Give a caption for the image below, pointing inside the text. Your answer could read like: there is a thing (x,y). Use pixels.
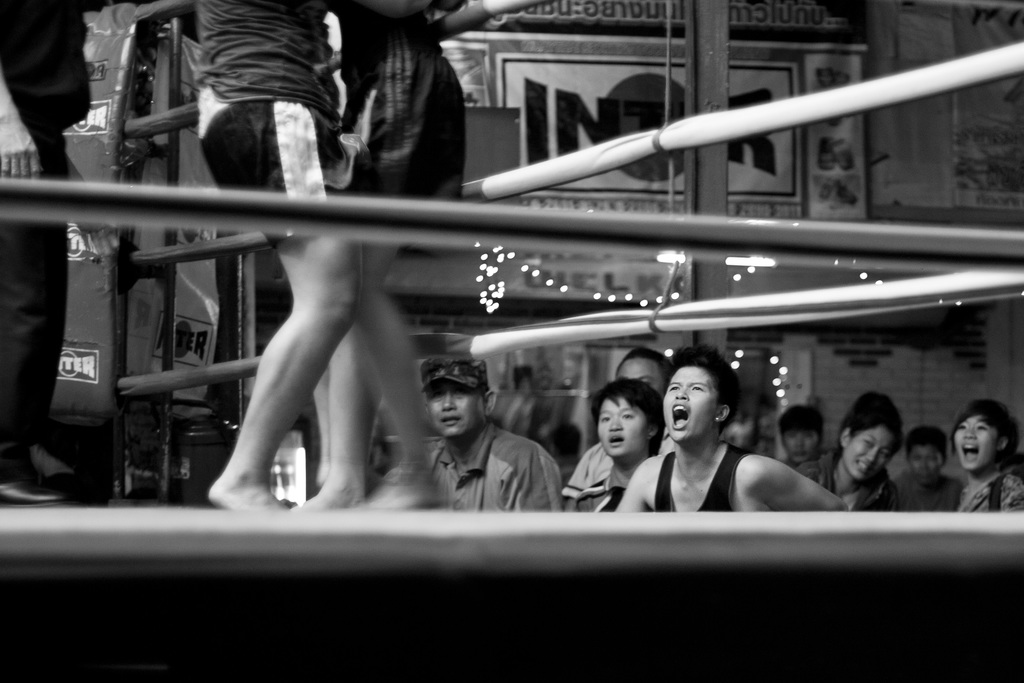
In this image we can see the wrestling stage (200,671). And we can see some audience members (463,474). And we can see a poster (525,107) and some text (540,121) is written on it.
